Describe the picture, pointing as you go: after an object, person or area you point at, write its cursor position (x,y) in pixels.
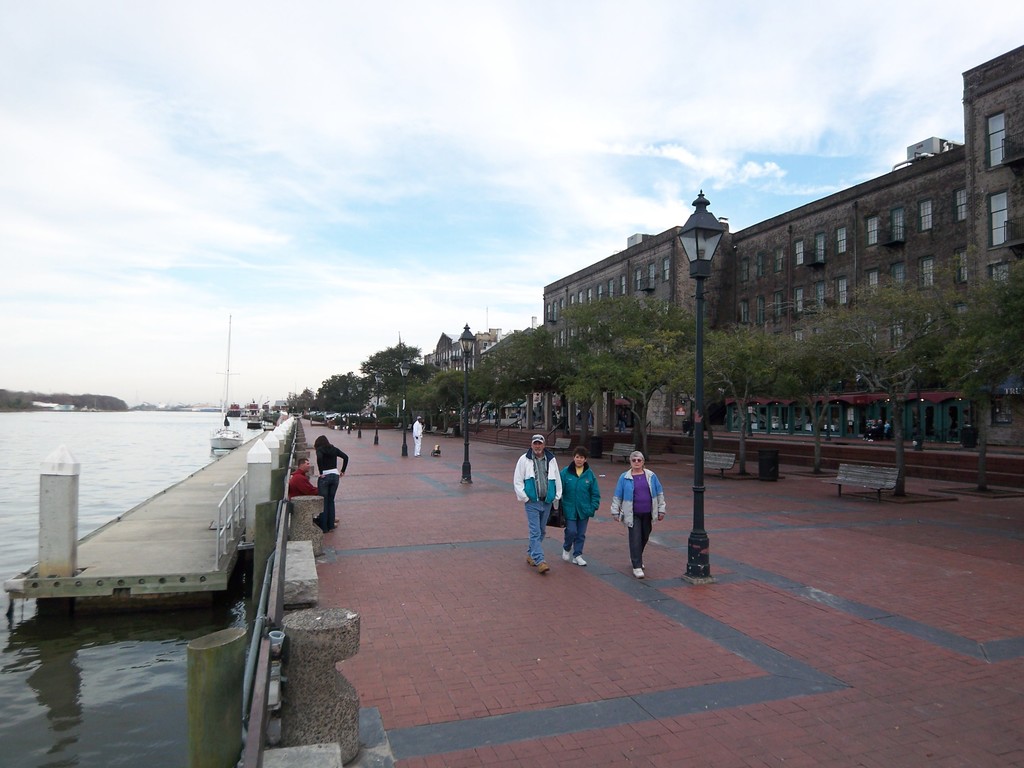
This picture describes about group of people (332,486), few are seated, few are standing and few are walking, beside to them we can find few poles (404,434), lights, trees (624,356), benches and buildings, on the left side of the image (190,443) we can find few boats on the water (133,442), and also we can see fence (229,508).
